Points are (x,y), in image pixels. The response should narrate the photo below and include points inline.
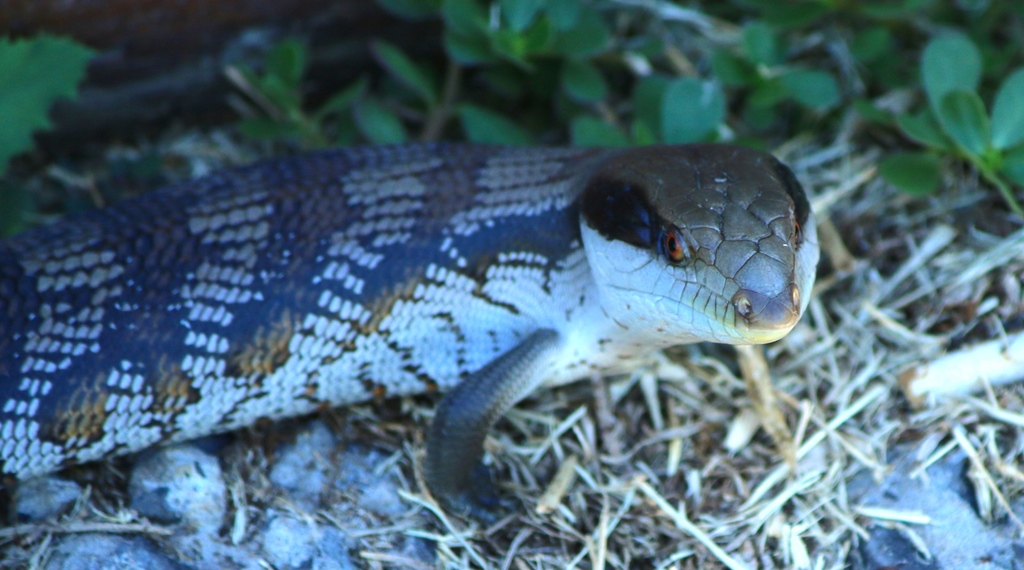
In this picture we can see a reptile (623,310), sticks (914,269), leaves (885,173) on the ground (573,445) and in the background (136,54) it is dark.
